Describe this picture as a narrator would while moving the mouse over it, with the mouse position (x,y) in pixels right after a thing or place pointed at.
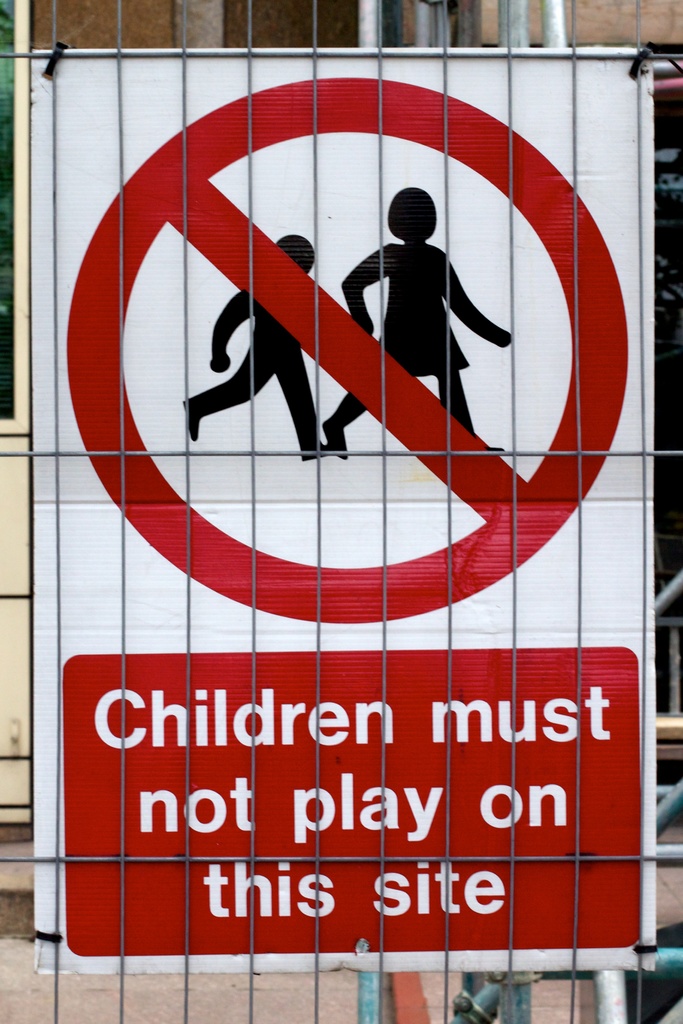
In this image there is a fencing (341,858) truncated, there is a board (290,364) on the fencing (324,510), there is text (338,756) on the board (335,736), there are objects (494,993) truncated towards the bottom of the image (605,1013), there are objects (463,38) truncated towards the top of the image (476,28), at the background of the image (337,16) there is a wall (288,30) truncated.
